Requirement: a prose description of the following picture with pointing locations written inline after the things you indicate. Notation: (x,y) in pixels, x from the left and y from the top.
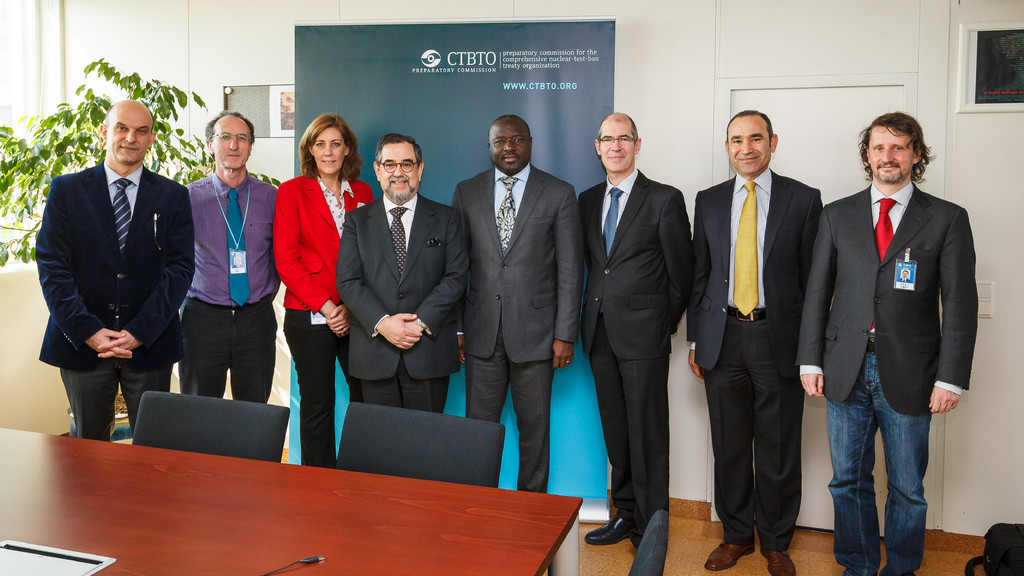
In this image i can see a number of people (524,158) standing next to each other, and i can see a table (200,492) and 2 chairs (344,427). In the background (155,49) i can see a plant (102,102), a wall (167,72) and a banner (436,79).
